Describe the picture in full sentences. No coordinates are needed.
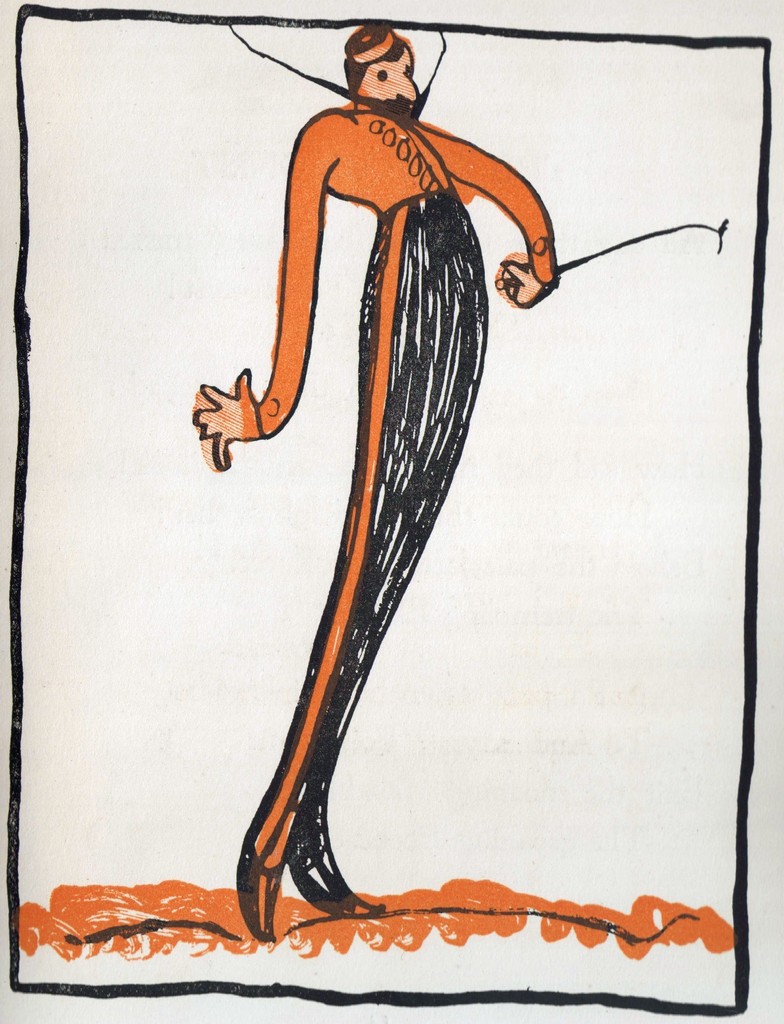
By seeing this image we can say it is a painting which is colored with orange and black color.
